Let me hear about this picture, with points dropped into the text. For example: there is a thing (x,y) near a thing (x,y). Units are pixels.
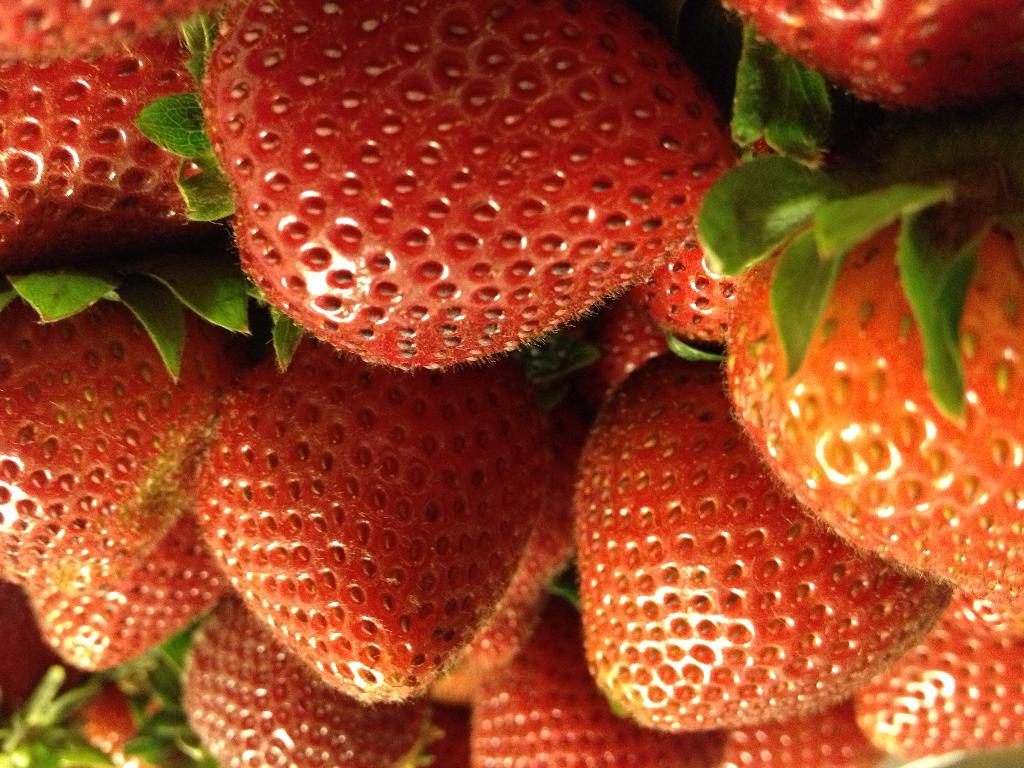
In this image we can see few strawberries (454,252) and leaves (772,295).
